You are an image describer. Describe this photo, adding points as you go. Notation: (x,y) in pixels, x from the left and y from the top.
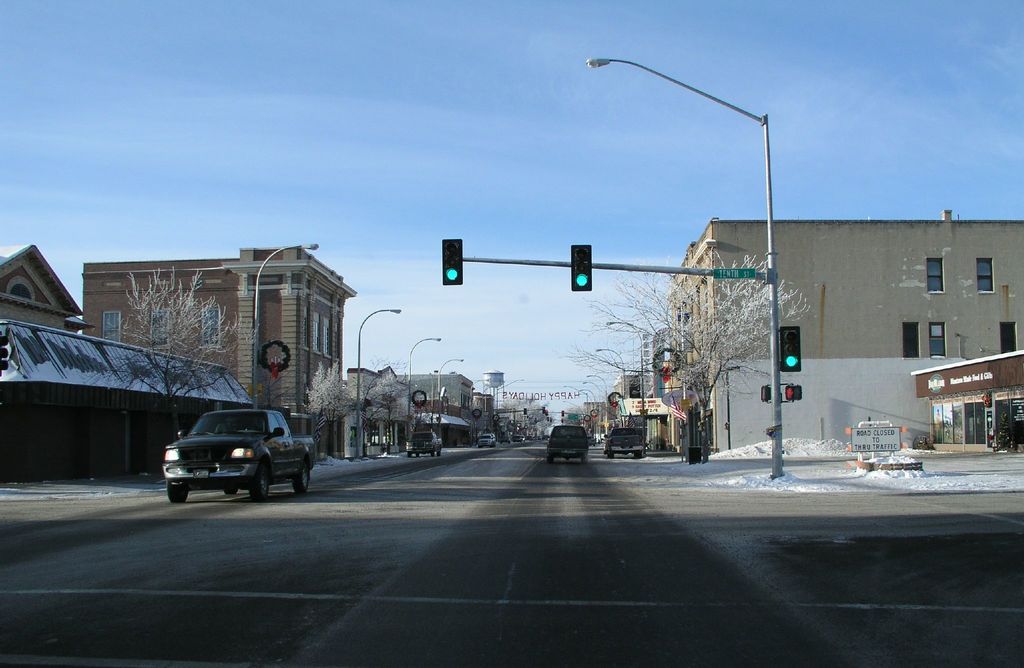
In this image, there are a few vehicles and buildings (699,288). We can see some poles (730,370) with lights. We can also see the ground (1005,660). We can see some snow (810,471). We can see some boards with text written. We can also see the sky (523,279).
